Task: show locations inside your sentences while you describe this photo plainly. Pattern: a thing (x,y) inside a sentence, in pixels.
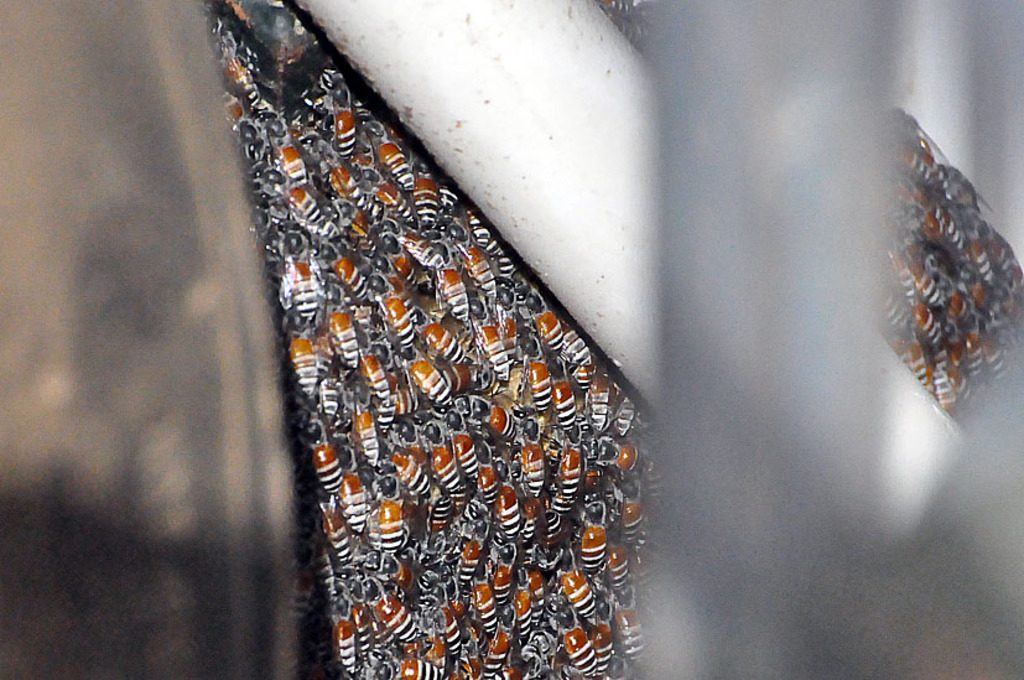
There are honey bees (456,446) in this image.
